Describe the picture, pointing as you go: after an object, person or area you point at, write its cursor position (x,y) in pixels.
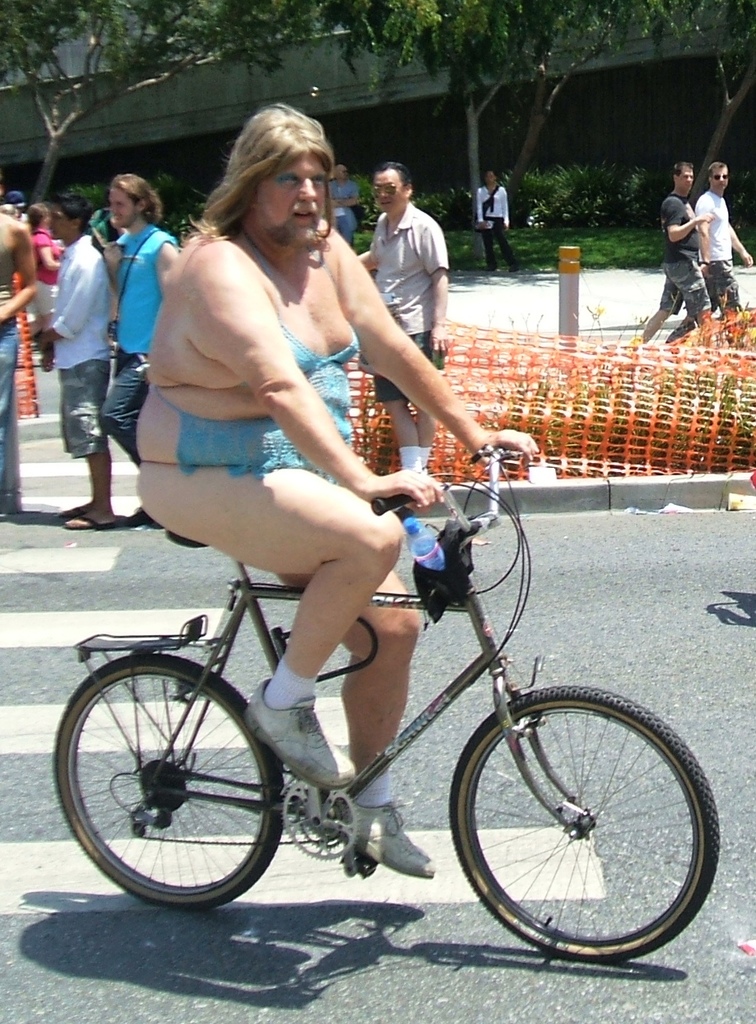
A man (225,529) is wearing a women's dress (293,458) and riding a cycle (273,633) on the road (328,664) behind him there are few people (336,223) are walking on the road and there are trees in the middle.
